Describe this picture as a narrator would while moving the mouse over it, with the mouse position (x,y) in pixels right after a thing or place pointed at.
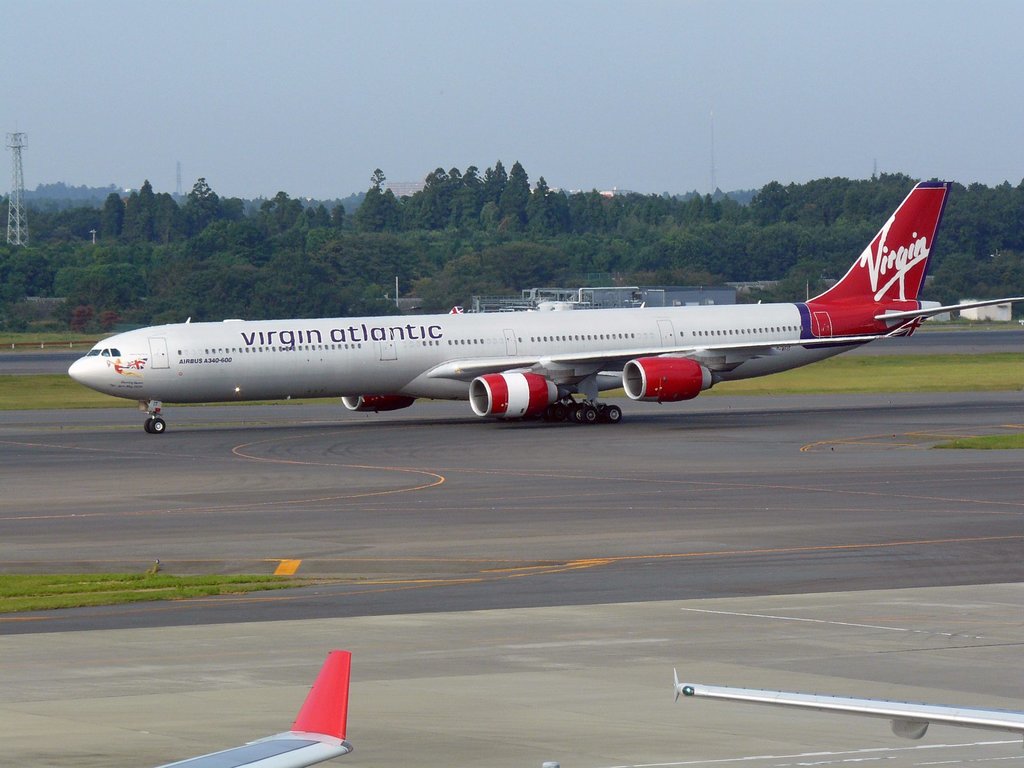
In this image we can see an aircraft (498,367) and there is some text (289,331) on it. There are many trees (691,245) in the image. There are few containers (987,312) in the image. There are few aircraft (297,746) at the bottom of the image (867,713). There is a road (850,723) in the image. There is a tower (18,210) at the left side of the image (24,195). We can see the sky (763,114) in the image.
